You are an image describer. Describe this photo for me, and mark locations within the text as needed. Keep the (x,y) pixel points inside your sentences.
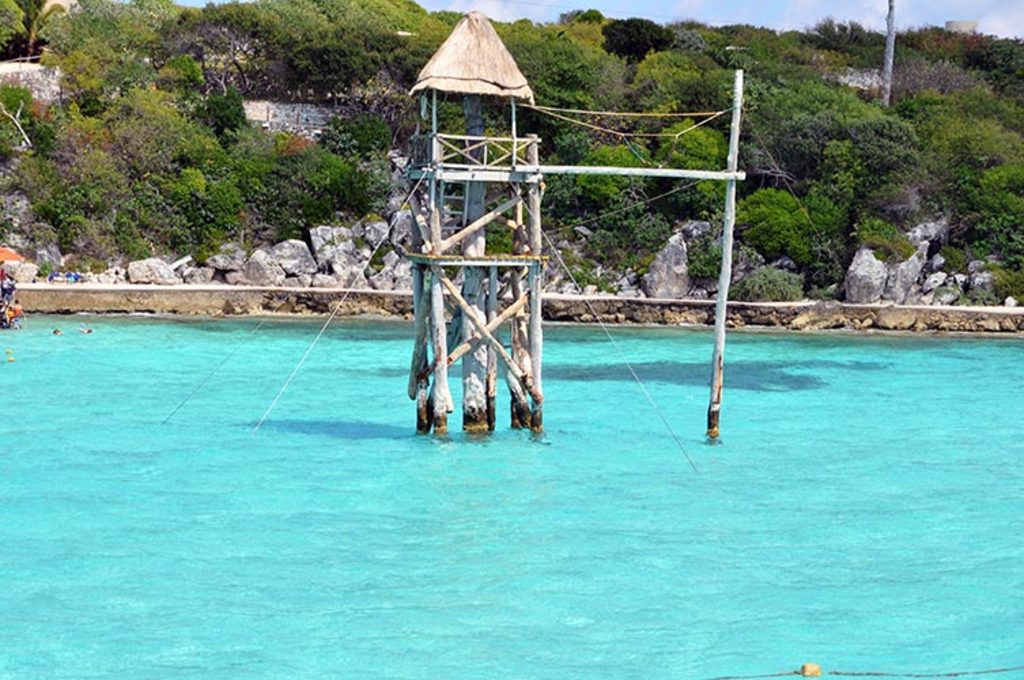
In this image I can see the water (420,586). I can see the hut (474,78). In the background (376,143), I can see the trees (838,103) and clouds (910,24) in the sky (962,13).
